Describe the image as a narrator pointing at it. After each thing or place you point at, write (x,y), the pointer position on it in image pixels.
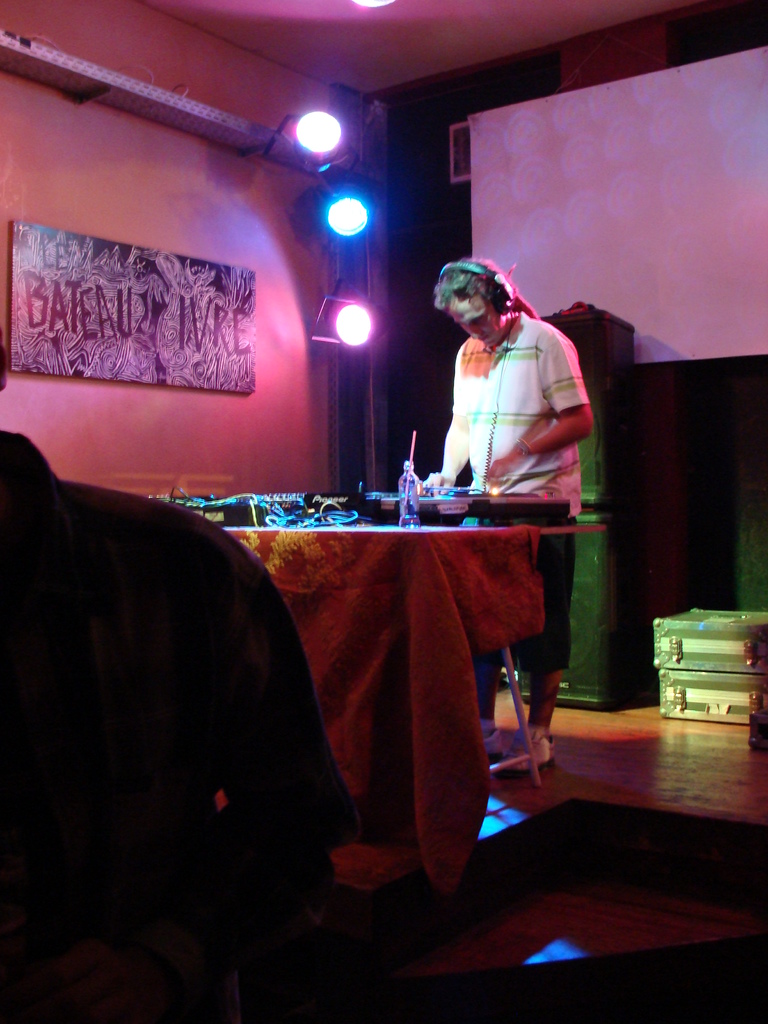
In this image we can see a person (510,414). In front of him there are tables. On that there is a bottle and some other items (346,496). On the floor (589,715) there are boxes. In the back (619,223) there is a screen (564,212). Also there are lights (335,219). On the wall (163,191) there is a board (130,303) with something written.
